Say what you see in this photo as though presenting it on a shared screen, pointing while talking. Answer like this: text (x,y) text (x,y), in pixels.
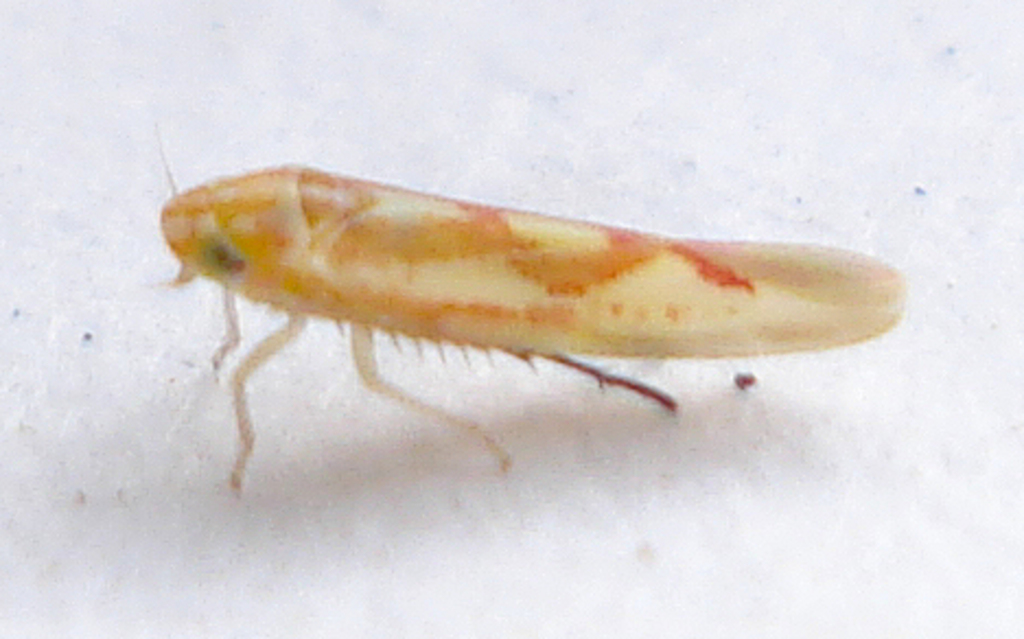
In the middle of this image (566,263), there is an insect (344,276) standing on a surface (459,404). And the background (152,68) is white in color.
